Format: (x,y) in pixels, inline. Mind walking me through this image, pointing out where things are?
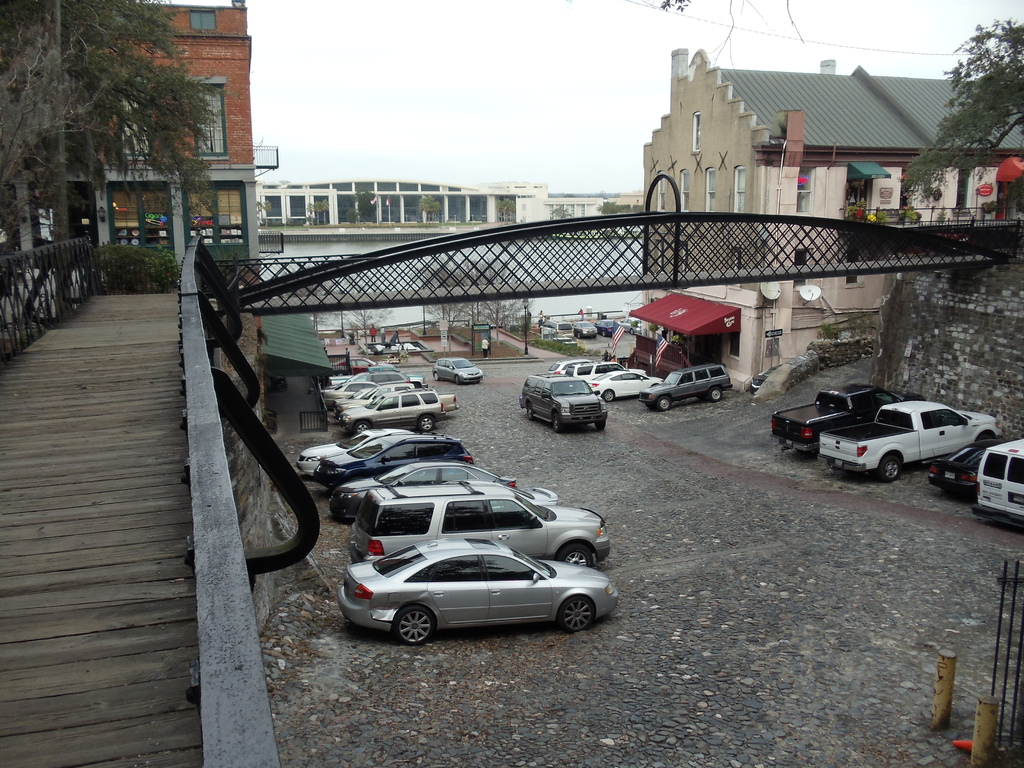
In the foreground (432,601) I can see a bridge (342,306), fleets of cars (588,602) on the road (640,448), trees (356,317), water (596,301) and buildings (302,216). At the top (325,144) I can see the sky (345,123). This image is taken may be during a day.
